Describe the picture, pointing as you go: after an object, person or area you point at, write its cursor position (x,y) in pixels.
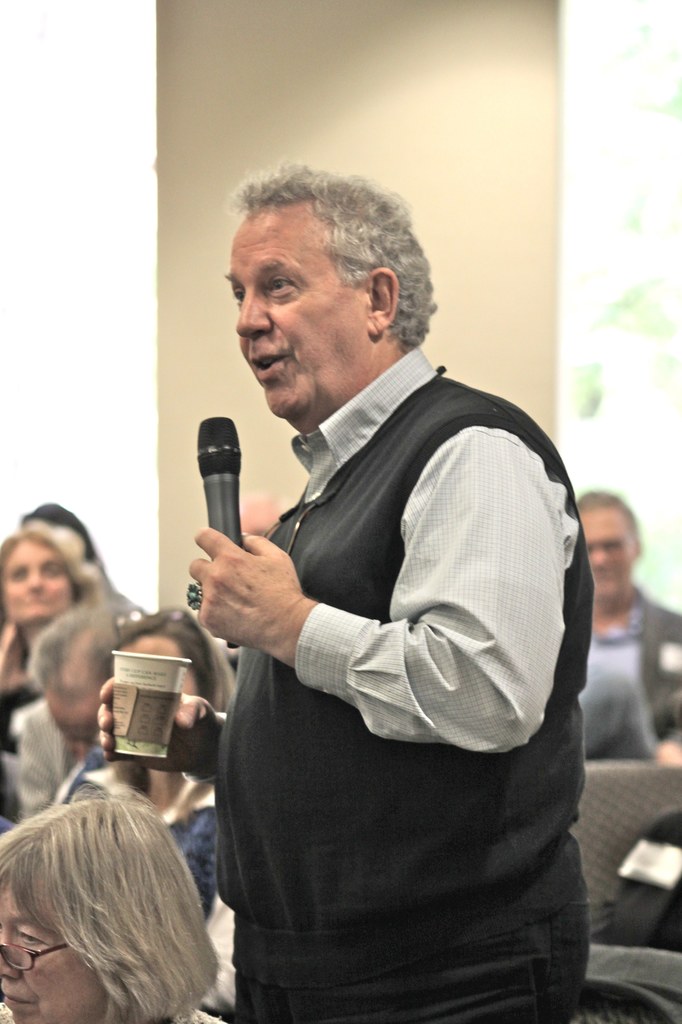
Here in this we can see a man (338,842) wearing black jacket (320,758). In his left hand (282,557) he is holding a mic (213,475), and in his right he is holding a cup (155,686). He is standing and he is talking. In front of him there is lady (64,964) sitting. she is wearing a spectacles (45,949). To the right side of that man (106,718) there are some people (80,598) sitting. And there is a man (632,624) sitting at the back of right most corner.
